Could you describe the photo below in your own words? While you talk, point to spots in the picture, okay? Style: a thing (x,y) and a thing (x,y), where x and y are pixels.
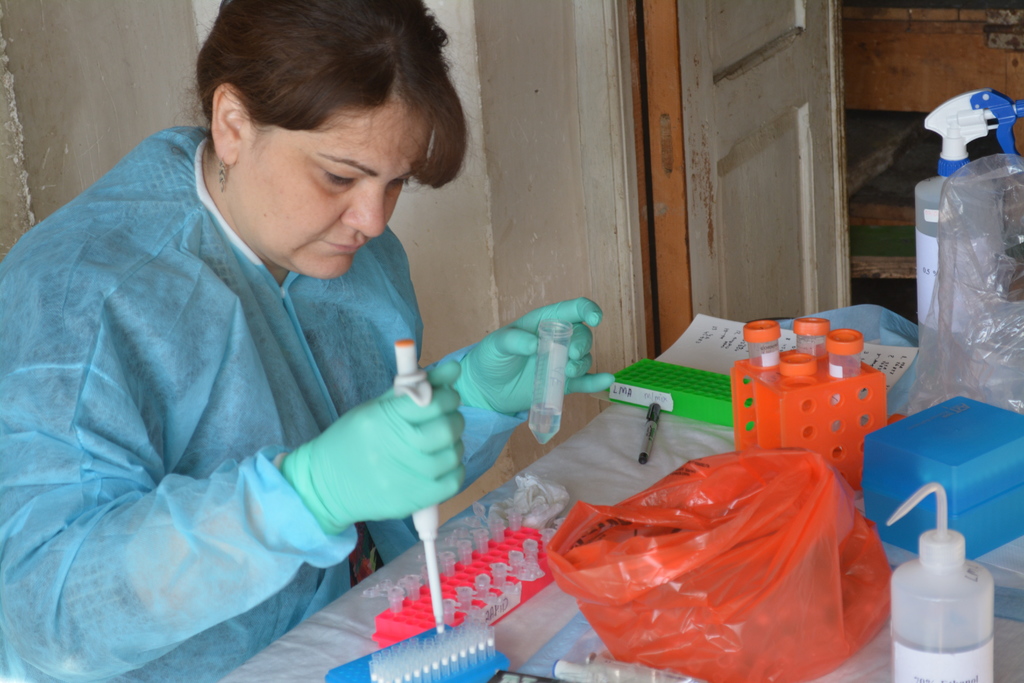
On the background (662,94) we can see wall (141,45), door (787,91). Here we can see a woman (157,257) wearing a blue colour apron (238,404) and gloves (406,436). She is holding some equipments (557,389) in her hand (391,462) and on the table (629,444) we can see pen (653,412), bottles (933,611), cover (743,519), box (974,430).
